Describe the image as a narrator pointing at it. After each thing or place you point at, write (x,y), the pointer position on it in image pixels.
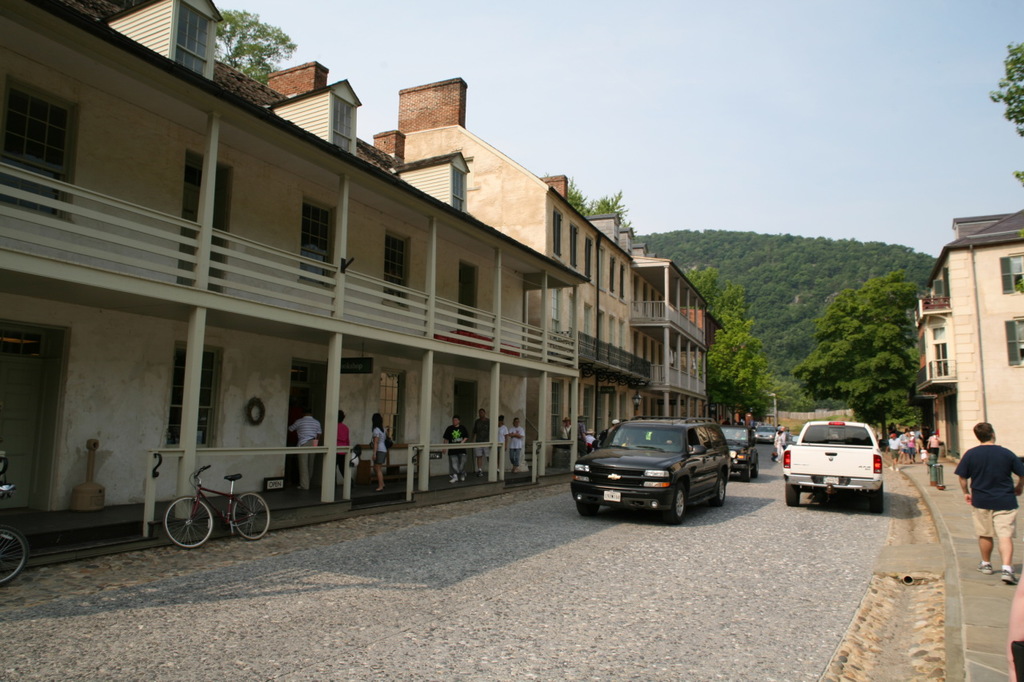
In this we can see the buildings (661,399) and in front of the building (355,433) we can see the vehicles (808,444) on the road (681,524). And there are people (986,504) walking on the ground (466,510). And at the back (831,331) there are trees (768,322) and the sky (731,145).
